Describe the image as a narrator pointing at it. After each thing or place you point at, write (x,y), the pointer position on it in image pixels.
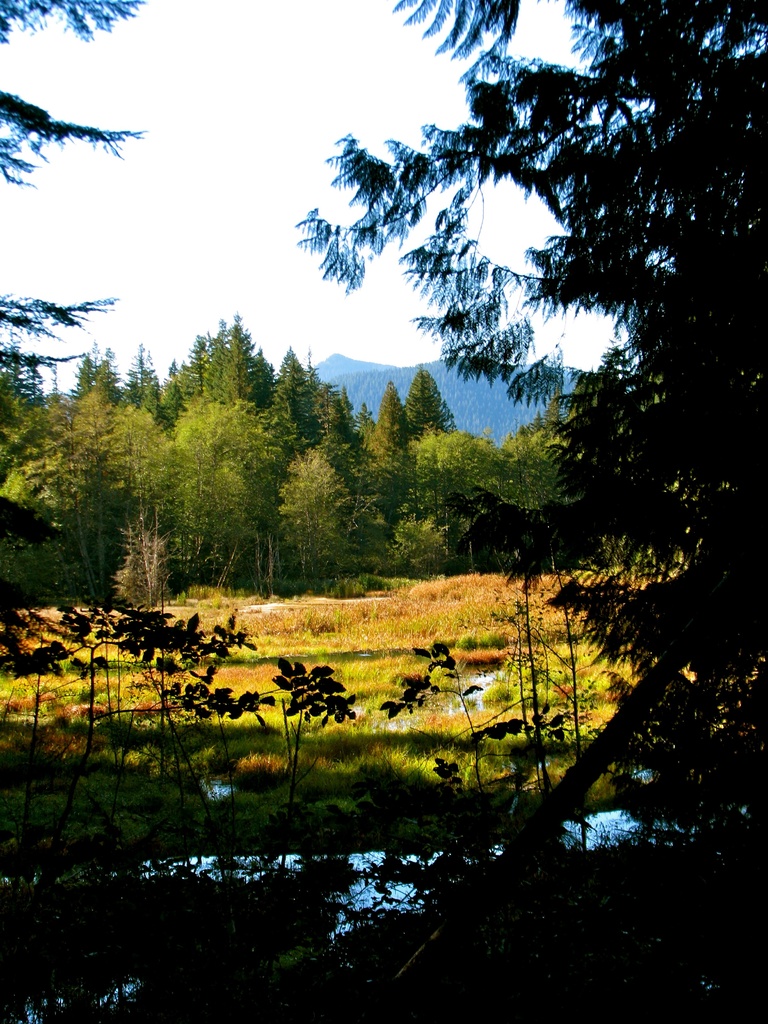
This image is taken outdoors. At the bottom of the image (193,900) there are a few plants (68,937). In the middle of the image (331,646) there is a ground (407,614) with grass (333,608) and a few plants (325,674) on it. In the background (356,480) there are many trees (530,479) and there are a few hills (454,372).
